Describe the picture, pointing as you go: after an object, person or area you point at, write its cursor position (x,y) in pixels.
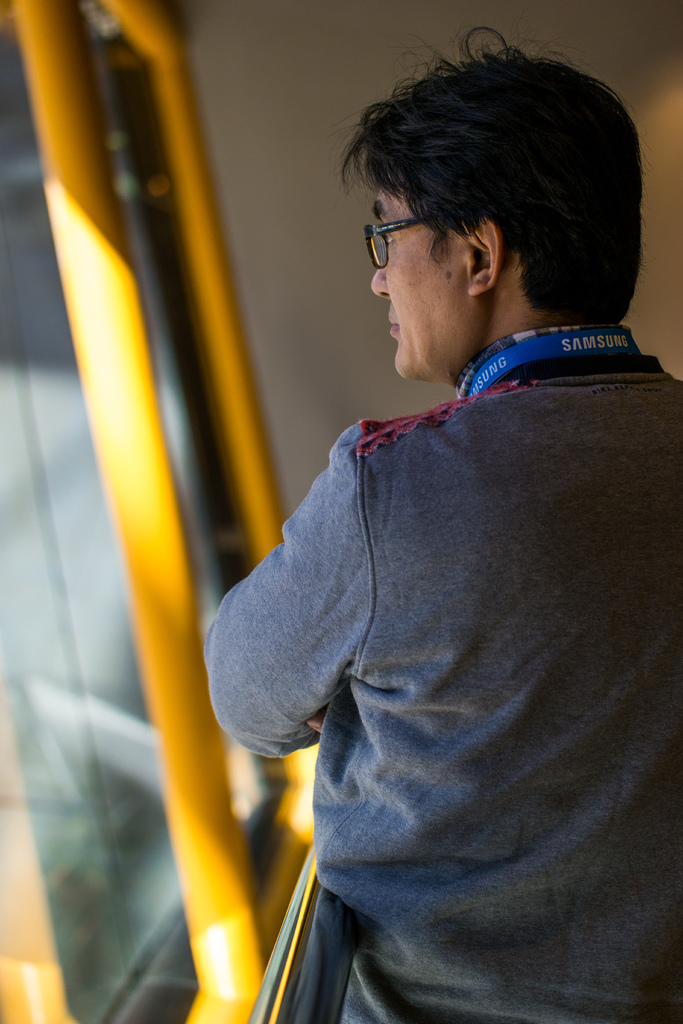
In the center of the image (379,553) we can see one person (537,626) standing and he is wearing glasses (390,223). On the left side of the image (70,169), we can see rods (240,451), which are in yellow color and glass (12,573). In the background (213,70) there is a wall (296,166).
